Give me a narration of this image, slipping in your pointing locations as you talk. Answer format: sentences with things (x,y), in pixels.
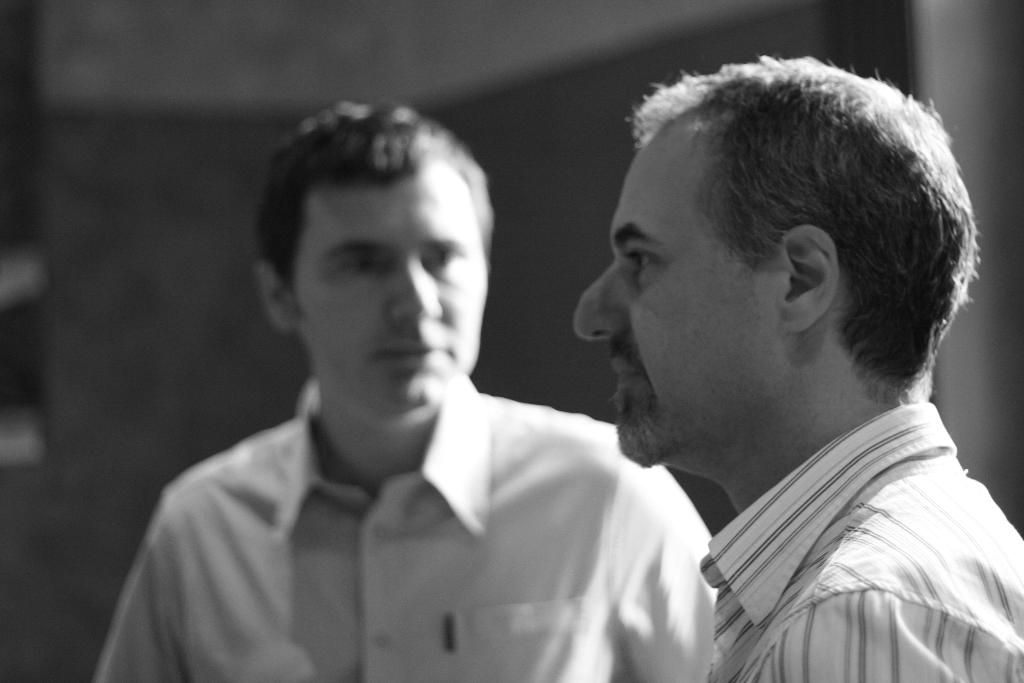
This is a black and white picture. In the foreground (785,505) is a person (796,508) standing. In the center of the picture there is another person (356,440) standing. The background (117,528) is blurred.
